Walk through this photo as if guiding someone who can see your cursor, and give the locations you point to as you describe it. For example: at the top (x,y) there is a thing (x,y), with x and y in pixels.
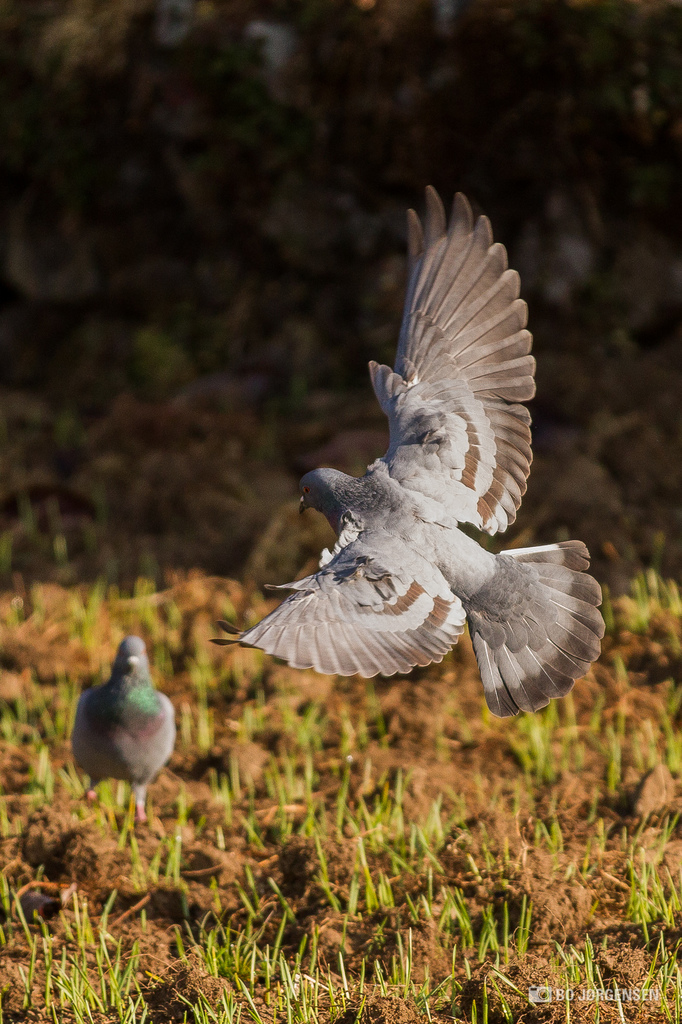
In this image there are plants (343,778) on the soil (267,863), there is a bird (160,743) on the soil (150,877), there is a bird (336,566) flying, there is text (590,994) towards the bottom of the image (584,992), at the background of the image (383,215) there are trees (383,215).
